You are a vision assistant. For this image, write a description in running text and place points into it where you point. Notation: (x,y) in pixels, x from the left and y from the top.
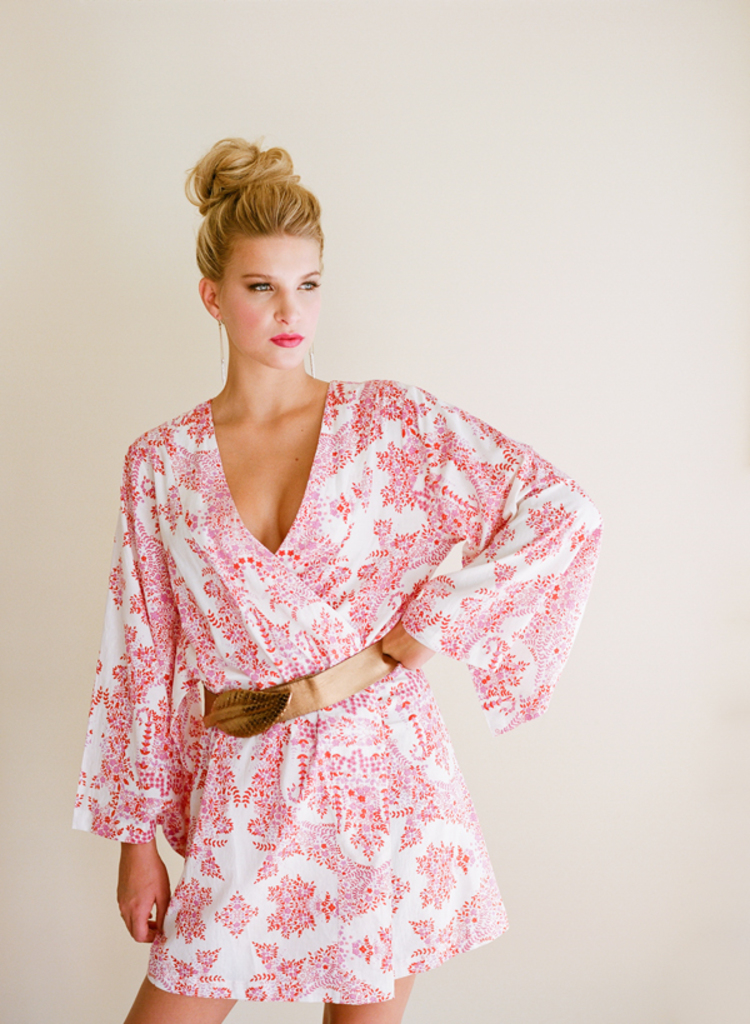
In this image there is a woman (388,677) standing before a wall (511,398). She is wearing a red dress (438,648) and belt (327,695).
